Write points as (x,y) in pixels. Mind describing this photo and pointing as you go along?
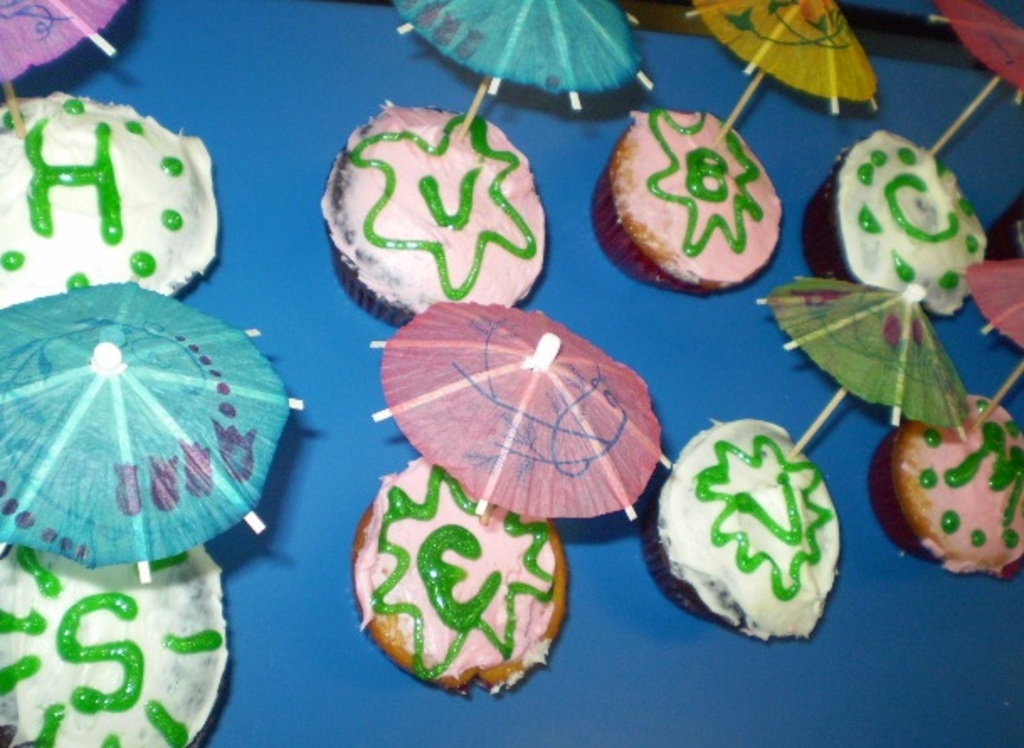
In this image, we can see cakes (355,587) placed on the table (573,585).
